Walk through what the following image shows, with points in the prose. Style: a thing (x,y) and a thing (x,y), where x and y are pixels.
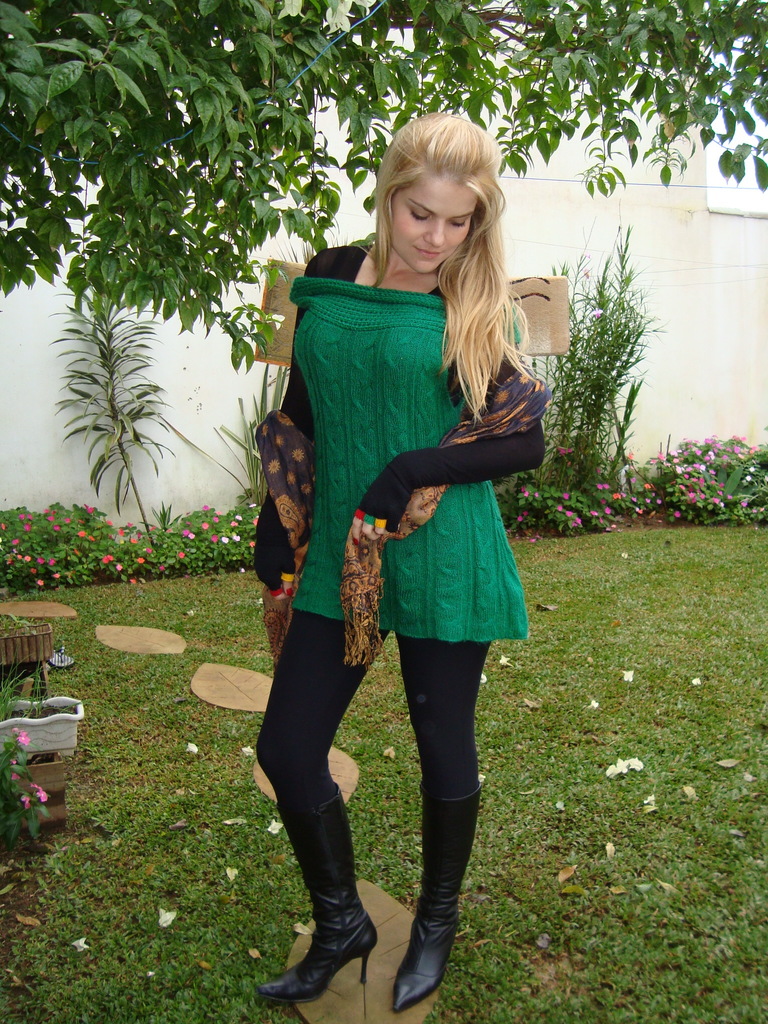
This image consists of a girl (442,503) wearing a green dress (319,492). At the bottom (704,902), there is green grass (705,915) and leaves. In the background (60,529), there are plants (740,477) along with flowers (535,520). At the top (370,161), there is a tree (169,263). And we can see a wall (150,352).
